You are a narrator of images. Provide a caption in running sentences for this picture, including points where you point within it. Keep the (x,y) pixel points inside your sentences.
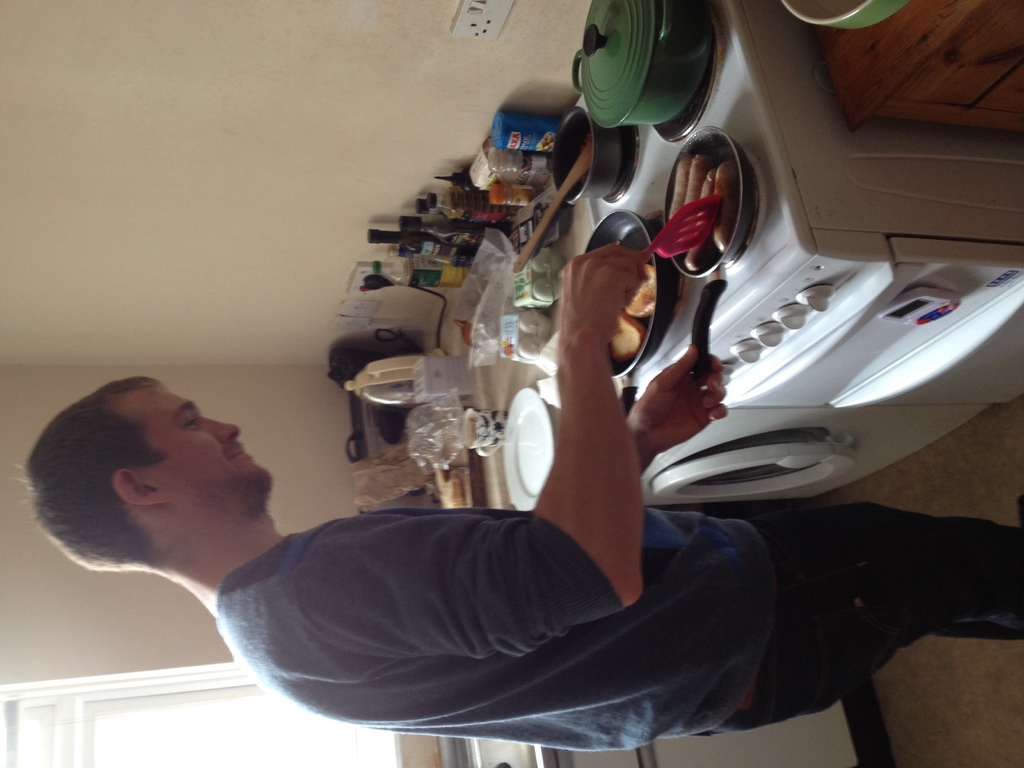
In this image we can see a person (560,682) standing and holding objects (676,233). And we can see the stove (839,293) with buttons (793,323) and there are frying pans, bowls (627,93) on the stove (618,206). On the countertop (498,358) there are bottles (434,226), covers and a few objects (455,374). We can see the wall (380,112) with switchboards (471,30). Right side (943,54), we can see a table (914,54) and the object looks like a bowl (841,25).
